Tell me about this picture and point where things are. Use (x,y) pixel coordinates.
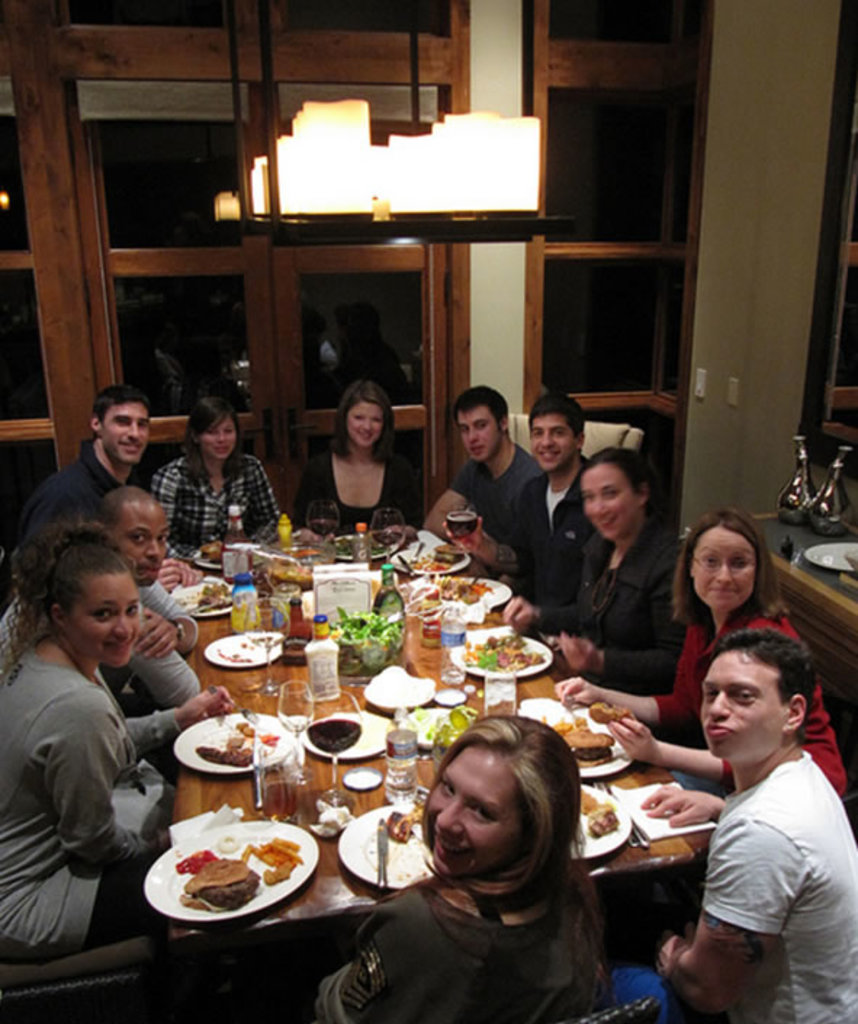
As we can see in the image there are few people (187,667) sitting on chairs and there is a table (343,782) over here. On table (251,697) there are glasses (307,726) and plates (262,730).
